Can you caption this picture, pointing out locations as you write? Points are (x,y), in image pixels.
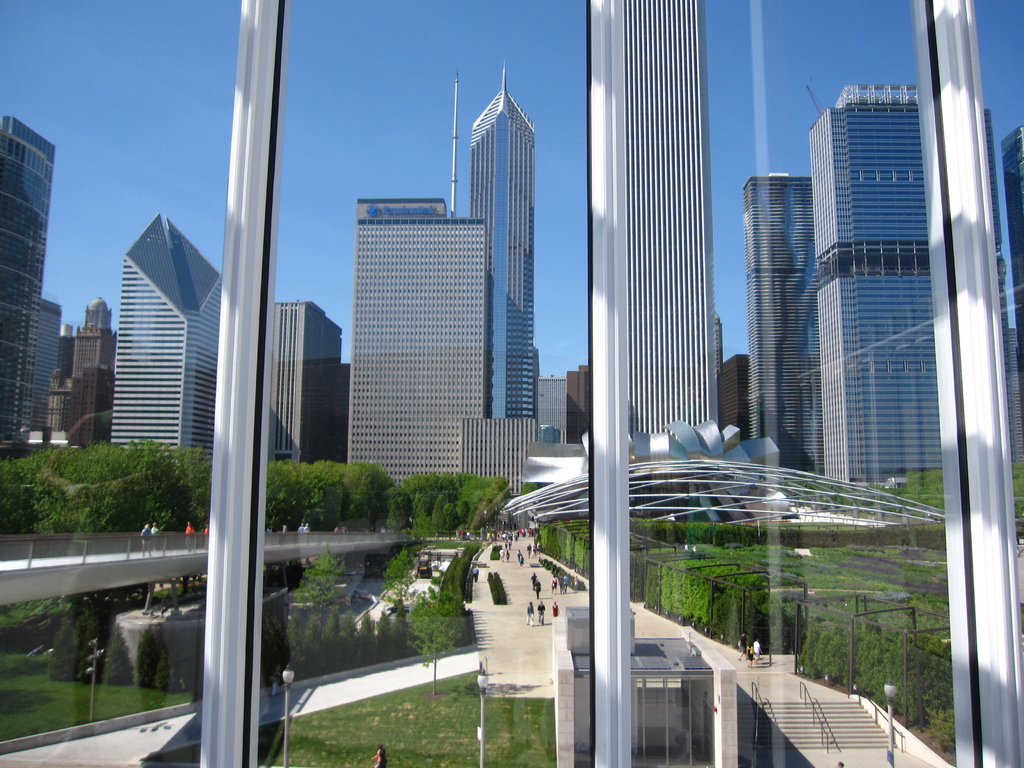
In this picture I can see window glasses (655,94) in front and through the glasses (752,78) I see the trees (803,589) and plants (792,597) and I see the path (511,562) on which there are number of people (528,606) and I see few light poles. In the middle of this picture (458,283) I see number of buildings (686,196) and in the background (224,105) I see the sky (725,114).
